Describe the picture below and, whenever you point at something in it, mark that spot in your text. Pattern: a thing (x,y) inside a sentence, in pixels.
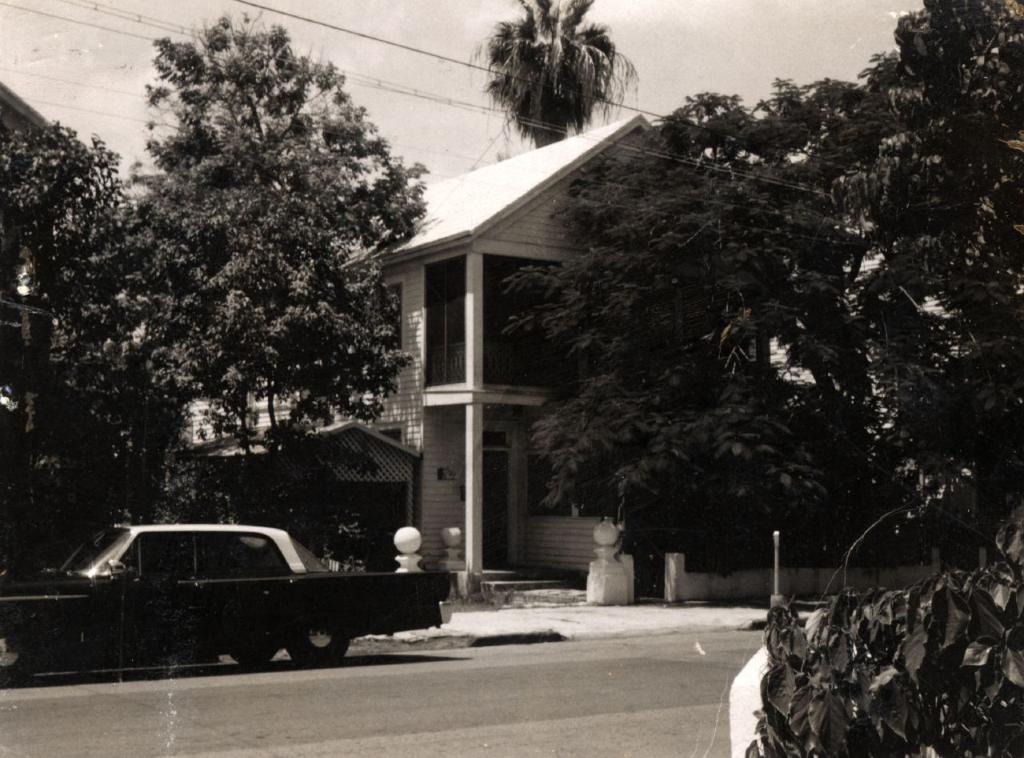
In this picture we can see a car (199,551) on the road (690,706), houses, trees (572,396), wires (106,86) and leaves (862,678). In the background of the image (643,88) we can see the sky (665,61).
